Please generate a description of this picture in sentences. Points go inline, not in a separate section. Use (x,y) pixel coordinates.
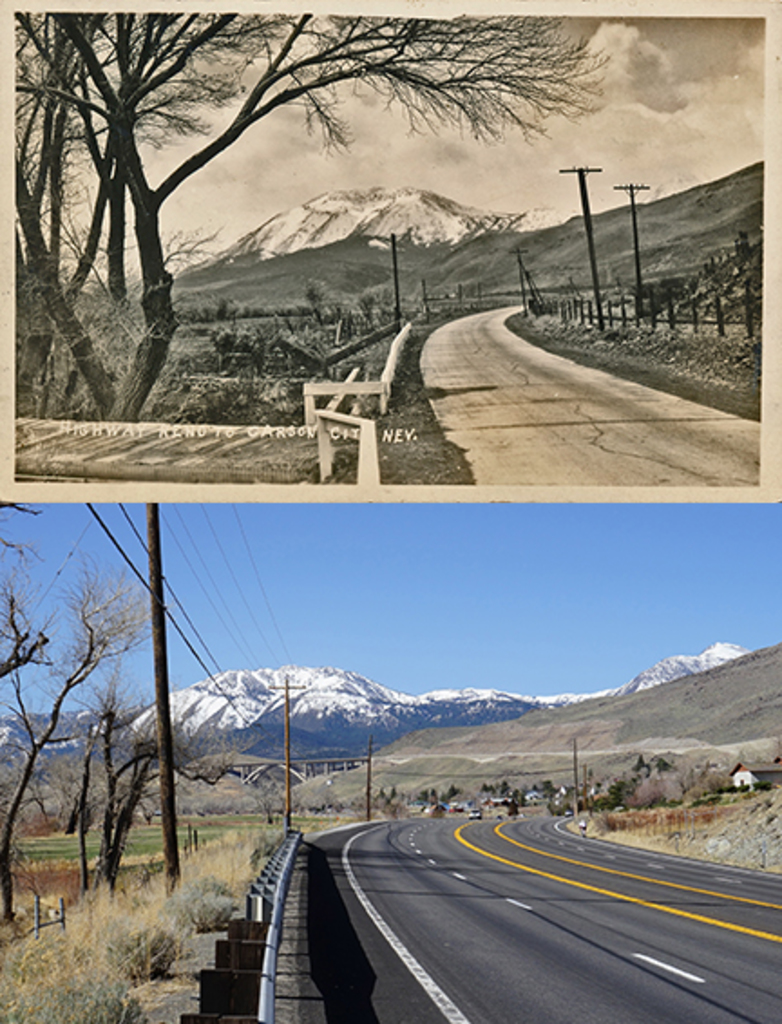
This is a collage image, in this image there are two pictures, one picture is a black and white image, in this image there is a road (664,407), poles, trees (50,288), mountain (304,231) and the sky (667,104), in another image there is a road (539,950), railing (251,990), poles (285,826), trees (109,762), mountains (259,677) and the sky (510,607).
